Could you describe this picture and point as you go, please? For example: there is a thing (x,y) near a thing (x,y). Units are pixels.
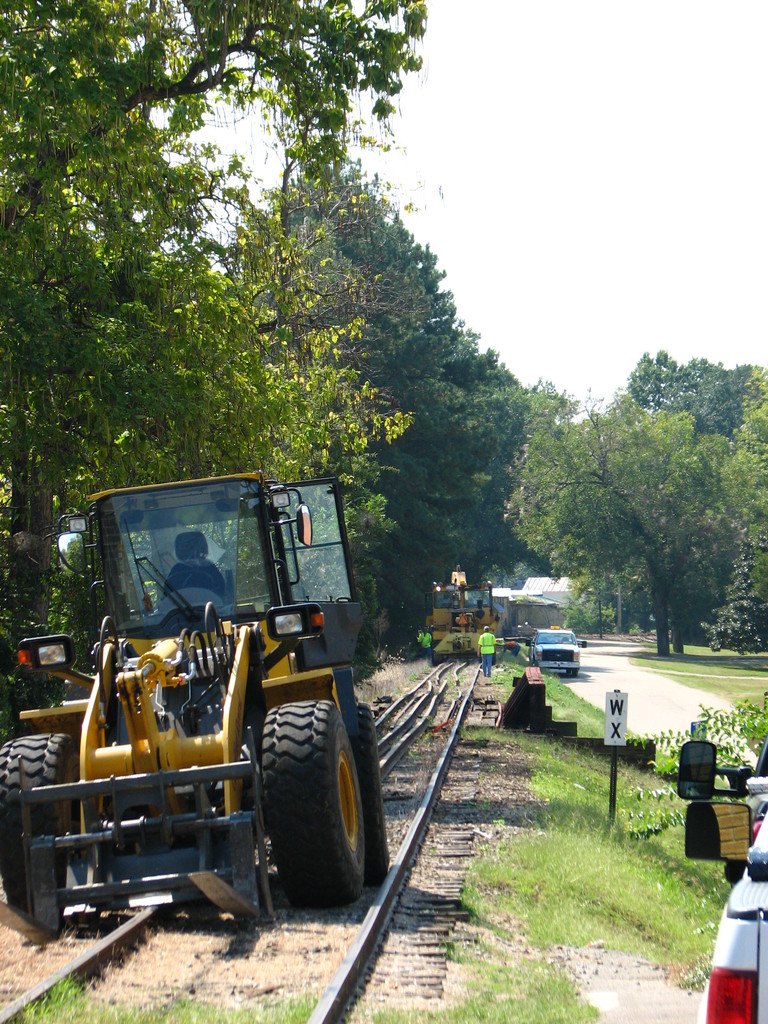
In this image there are vehicles (304,709), persons (423,654), board (610,731), rod (614,787), trees (152,460), grass (594,798), train track (447,736), sky (575,386), house (562,595), road (634,688) and objects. A vehicle (532,641) is on the road (639,690).
